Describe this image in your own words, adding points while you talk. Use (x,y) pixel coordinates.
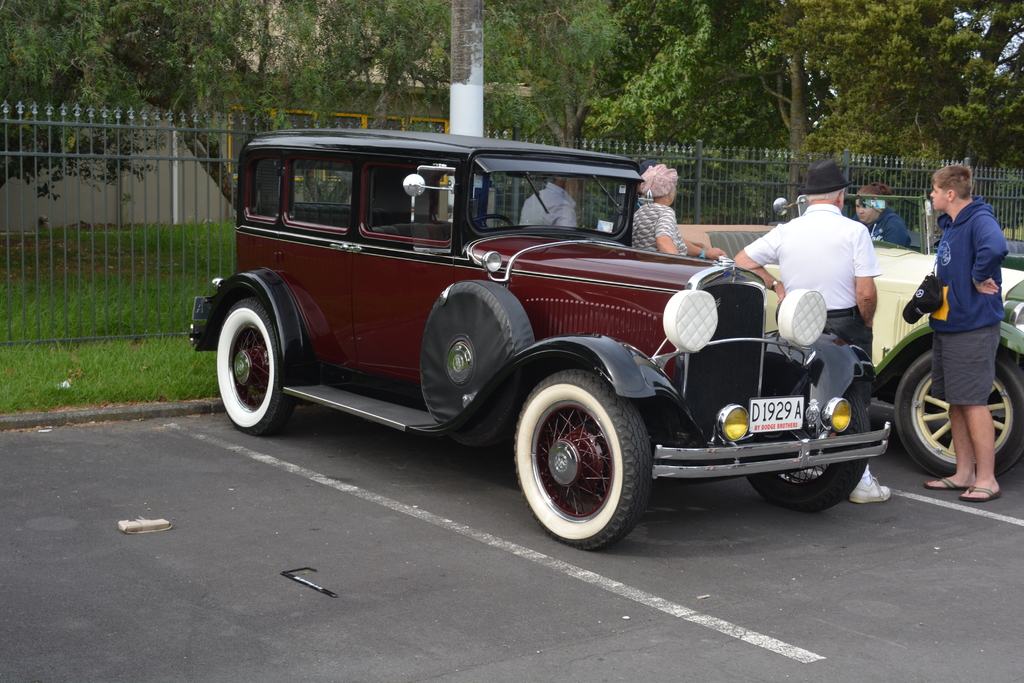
In this image I can see the vehicles (800,511) on the parking slot (775,609). To the side of the vehicles (743,384) I can see few people (774,262) standing and wearing the different color dresses (828,275). In the background (146,280) I can see the railing (353,125), pole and the grass (137,312). I can also see many trees (912,44) and the sky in the back (929,44).
